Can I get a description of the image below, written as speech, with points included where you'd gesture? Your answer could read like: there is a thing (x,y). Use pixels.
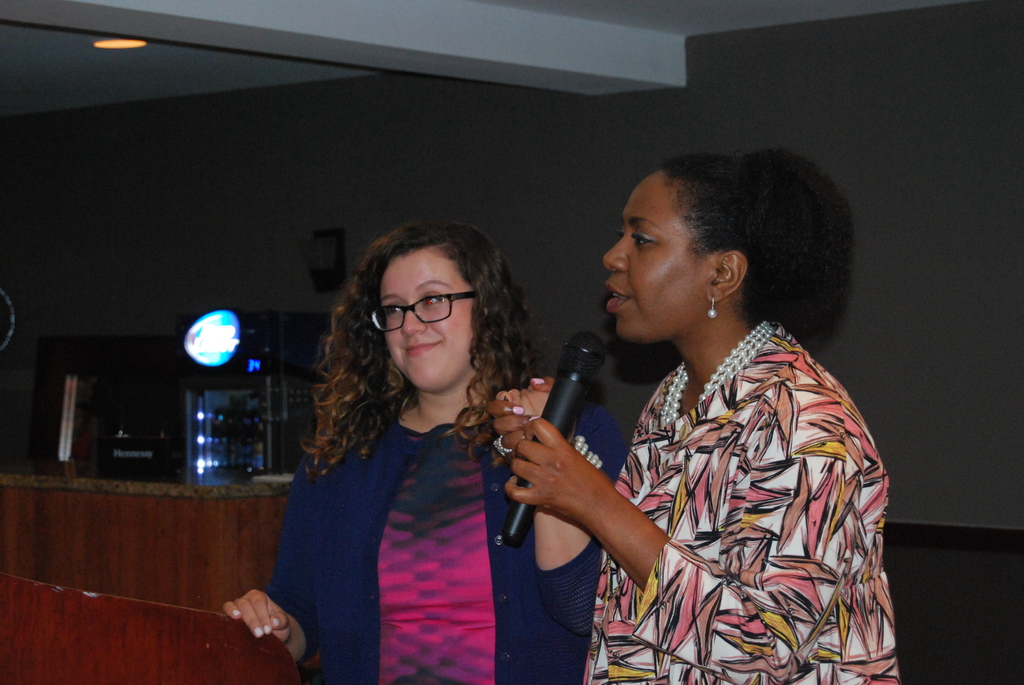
In this image there are 2 persons (829,282) standing in the background (32,521) there is table (187,518), light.
